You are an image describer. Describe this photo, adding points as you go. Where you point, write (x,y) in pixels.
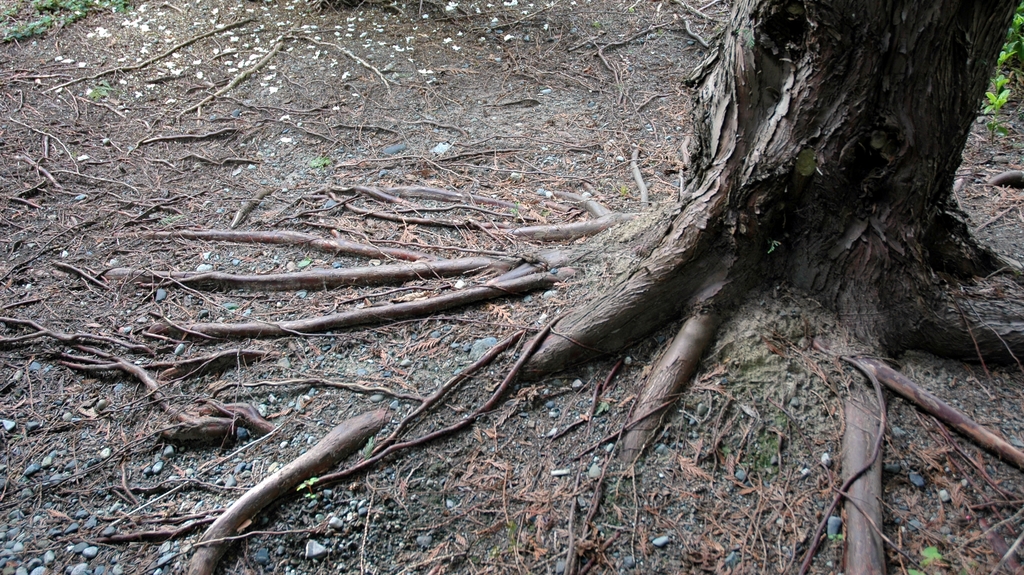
In this image on the right side (826,122) there is a tree (770,151) and at the bottom (543,386) there is sand (68,408) and some roots (886,375), in the background (55,16) there is some grass (72,13).
